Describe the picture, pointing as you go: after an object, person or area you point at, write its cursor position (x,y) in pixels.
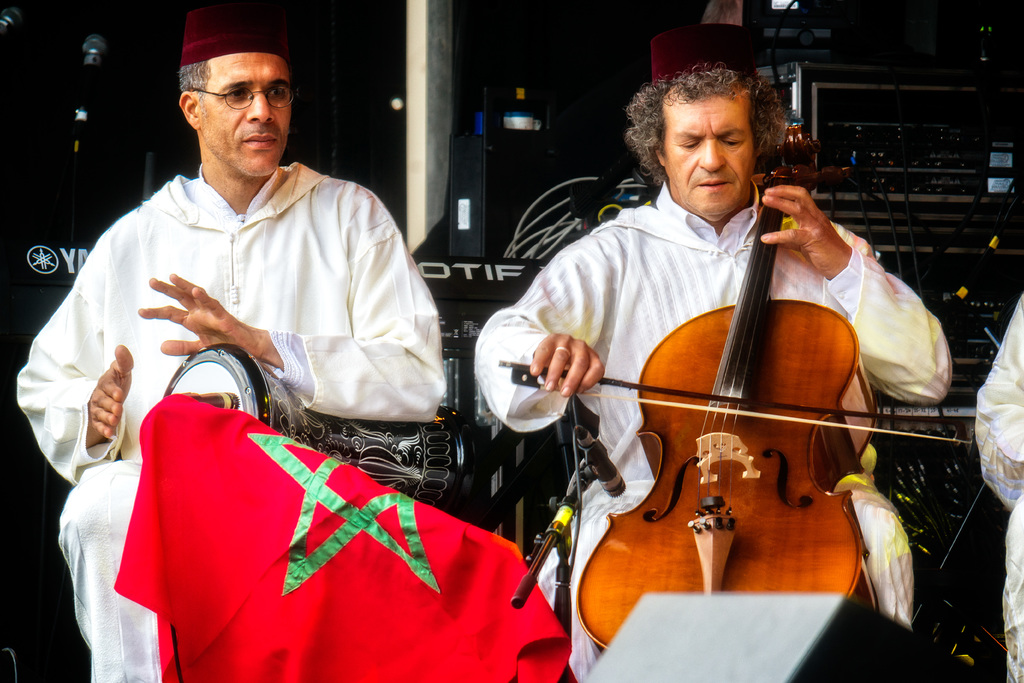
Here in this picture we can see two men (615,317) sitting over a place and both of them are playing different musical instruments (411,426) present with them and we can see both of them are wearing caps (711,42) and the person (232,187) on the left side (230,146) is wearing spectacles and behind them we can see some music systems (858,194) present and both of them are wearing same type of costume (143,212).
